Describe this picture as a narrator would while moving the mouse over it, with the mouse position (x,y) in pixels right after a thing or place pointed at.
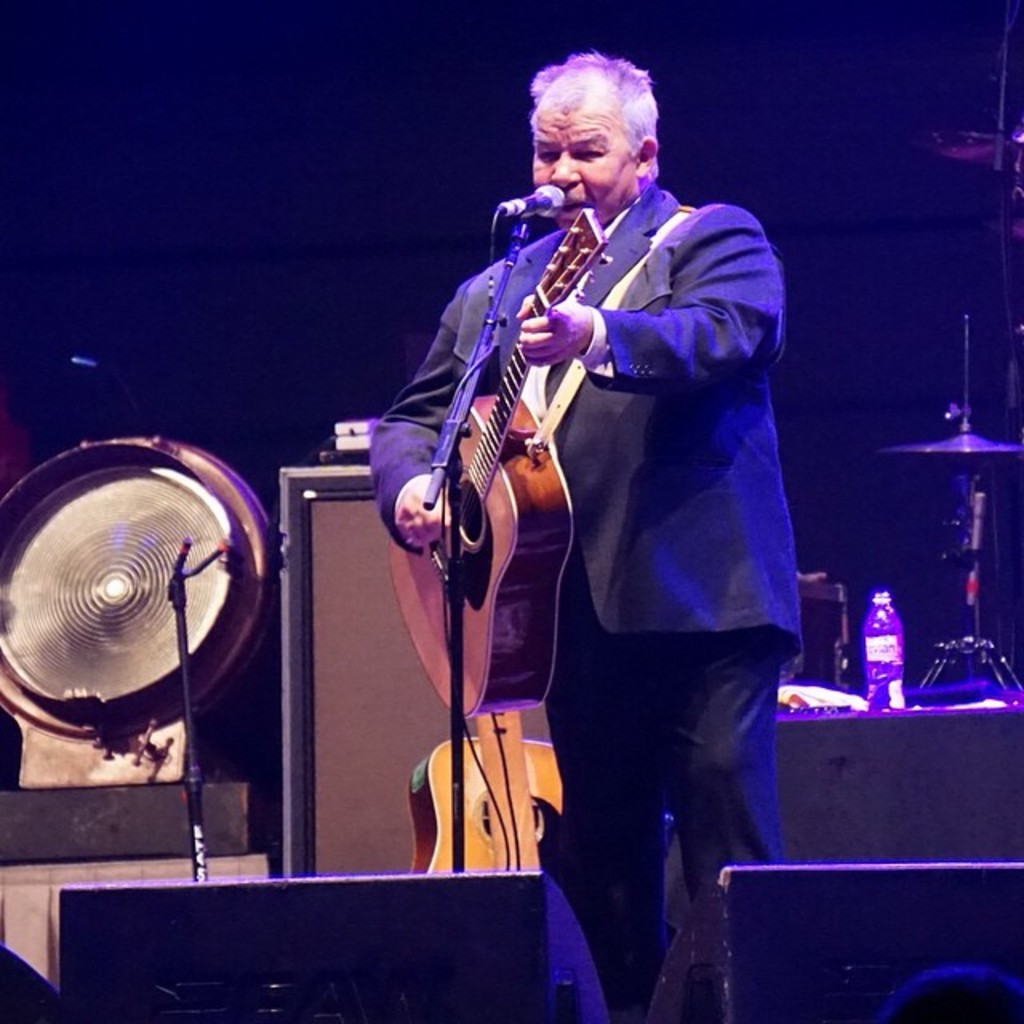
In this image the man (553,154) is standing and a holding guitar (469,507). There is a mic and a stand (518,223). At the back side (898,682) there is a water bottle (871,693). The man (725,415) is wearing a black blazer (701,408). At the back side (991,421) we can musical instruments (1009,450) and background (890,117) is in black color.
